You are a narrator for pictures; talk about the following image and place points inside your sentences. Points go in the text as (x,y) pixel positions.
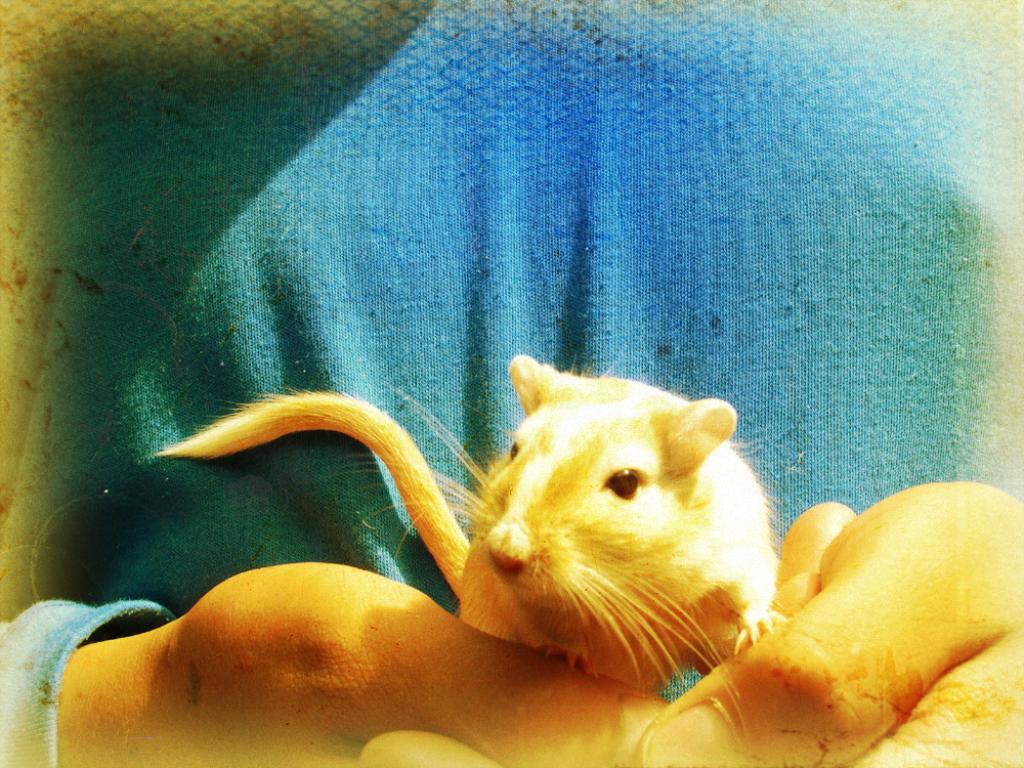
In this image we can see a person (566,666) holding a mouse (655,627).
